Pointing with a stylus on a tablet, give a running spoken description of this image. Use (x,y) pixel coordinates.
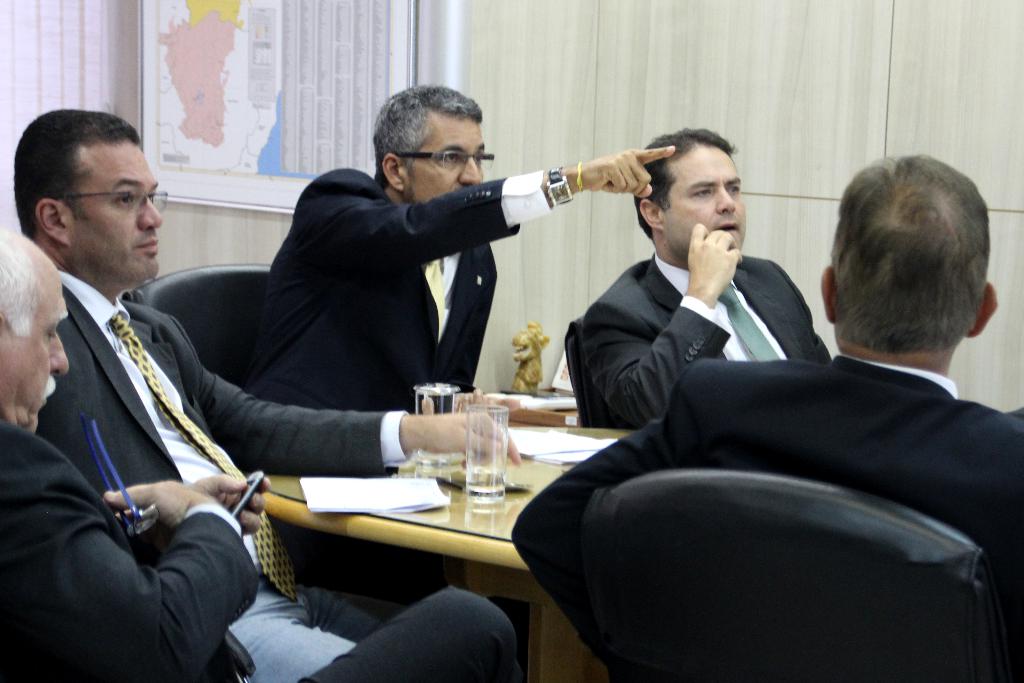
In this image we can see few people (459,347) sitting on chairs (805,544) and there is a table (500,531) with papers (413,508), glasses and some other objects (547,393) and we can see a poster (197,187) with some text (349,37) and map (219,167) and the poster (302,141) is attached to the wall (749,6).
